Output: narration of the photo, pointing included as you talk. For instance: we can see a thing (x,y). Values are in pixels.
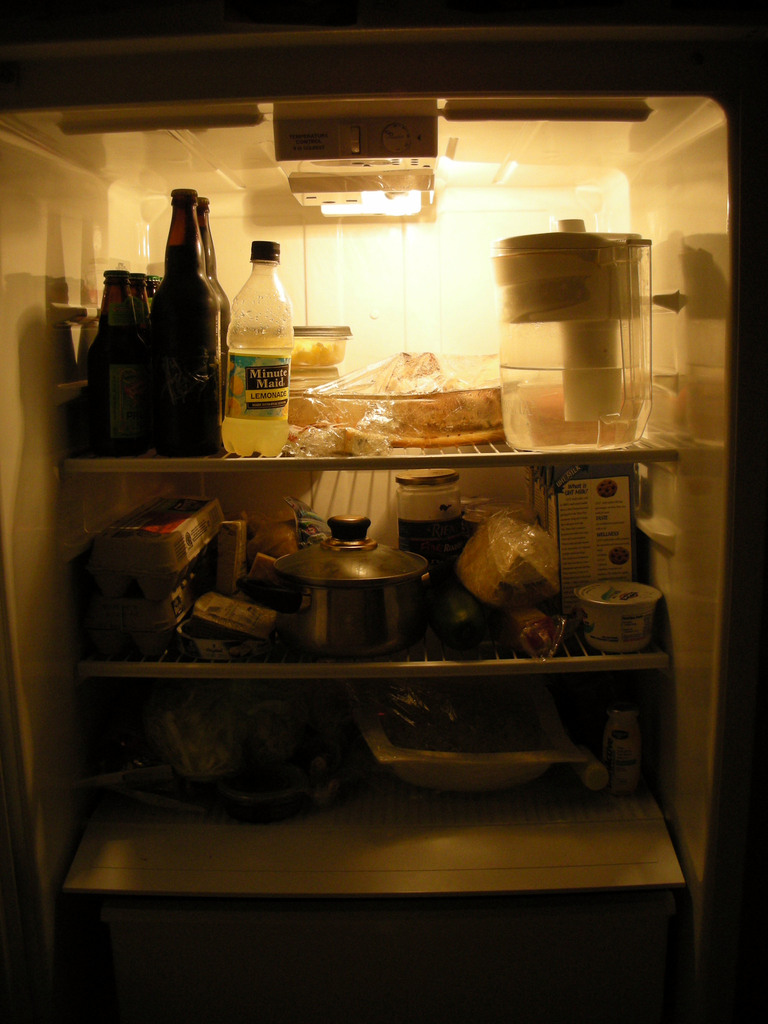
In the given image we can see a fridge (288,323) inside it bottles (204,350) are kept. This is a steel pot (332,579).
